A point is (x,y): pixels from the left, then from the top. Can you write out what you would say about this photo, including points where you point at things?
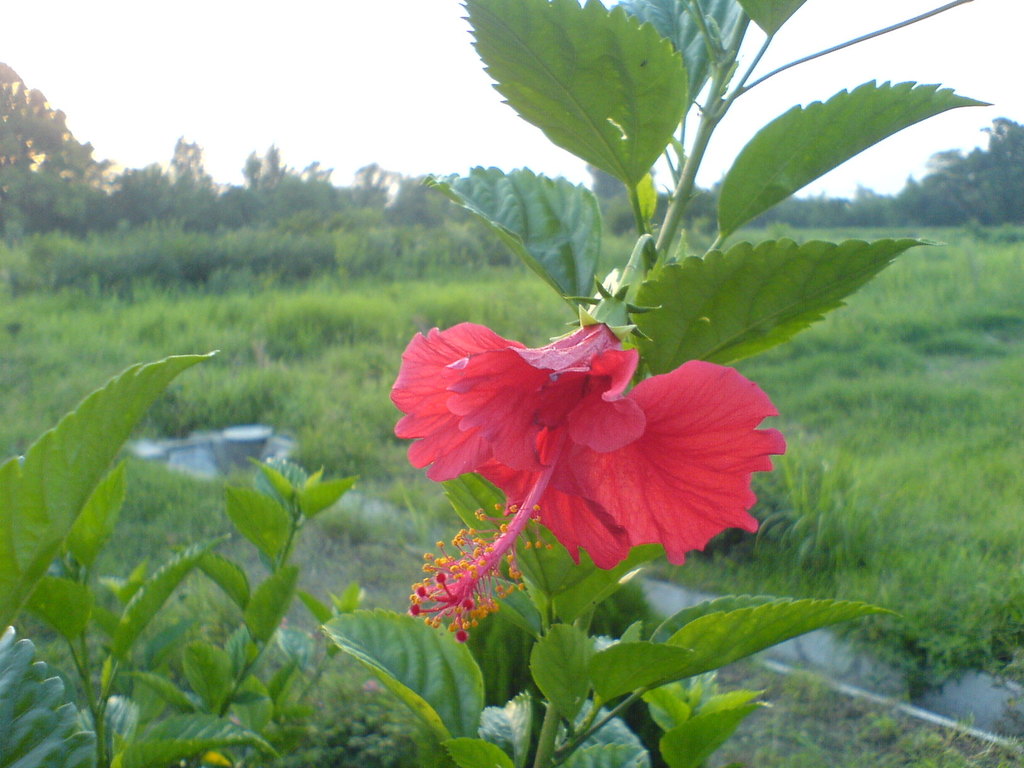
As we can see in the image, there is grass (898,372), trees (271,225) and in the front (388,631) there is a plant (396,426) with hibiscus flower (556,486). The flower (598,488) is in red color.
